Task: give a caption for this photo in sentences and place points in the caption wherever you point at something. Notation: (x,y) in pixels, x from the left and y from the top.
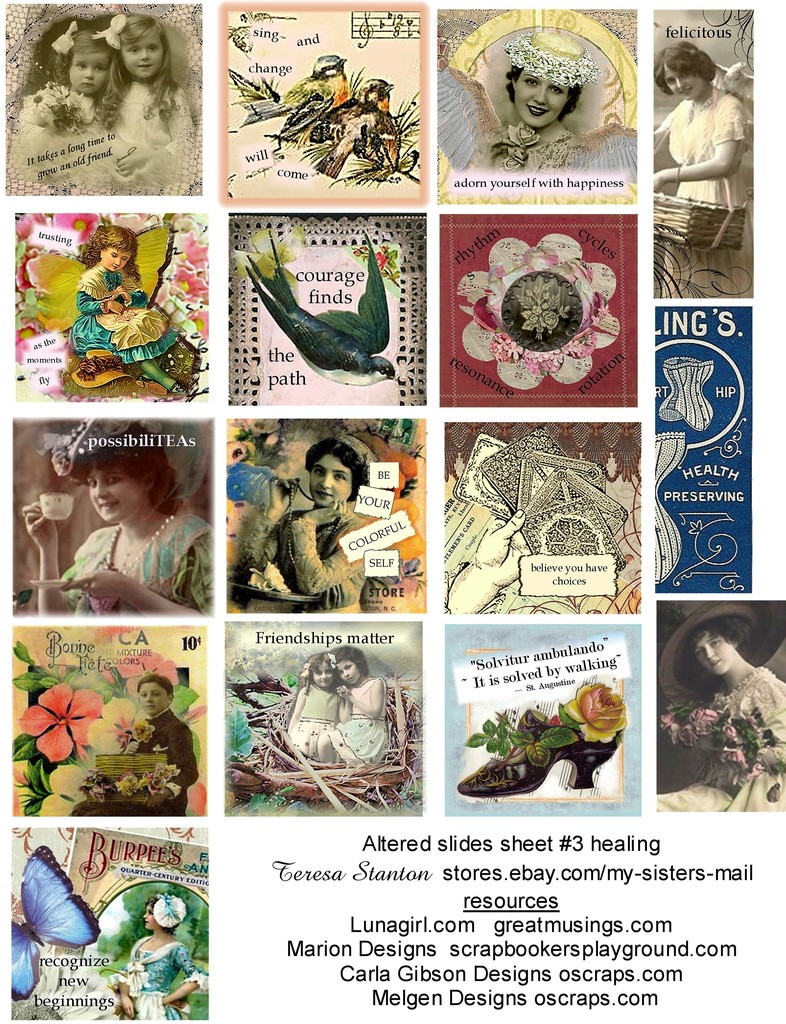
This picture consist of collage of images and in the image I can see persons (706,153) and birds (268,298) and babies (76,76) and flowers (190,702) and shoes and cards (461,554) and text (690,472) visible at the bottom (710,873) I can see text (317,956).
